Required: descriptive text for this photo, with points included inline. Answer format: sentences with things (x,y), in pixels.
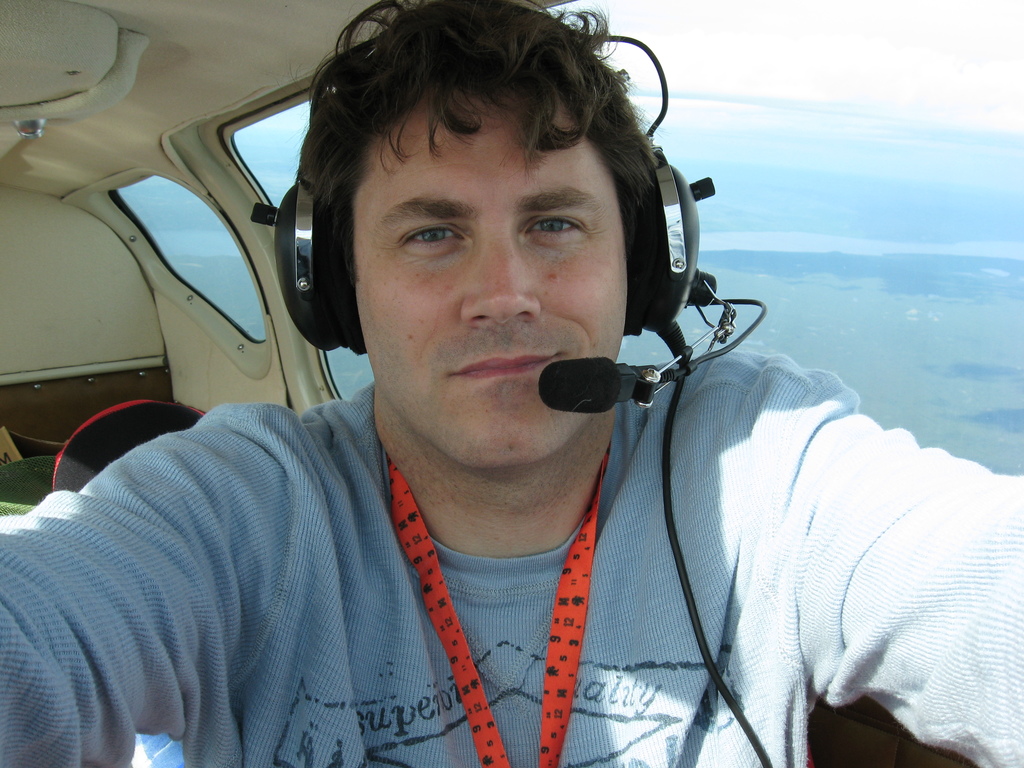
In the image in the center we can see one airplane (141,219). In airplane (31,217), there is a person (379,681) sitting and he is wearing headphones (639,283). And he is smiling, which we can see on his face (467,335). Through glass (859,60), we can see sky (912,58), clouds (907,42), grass (882,347) etc.
